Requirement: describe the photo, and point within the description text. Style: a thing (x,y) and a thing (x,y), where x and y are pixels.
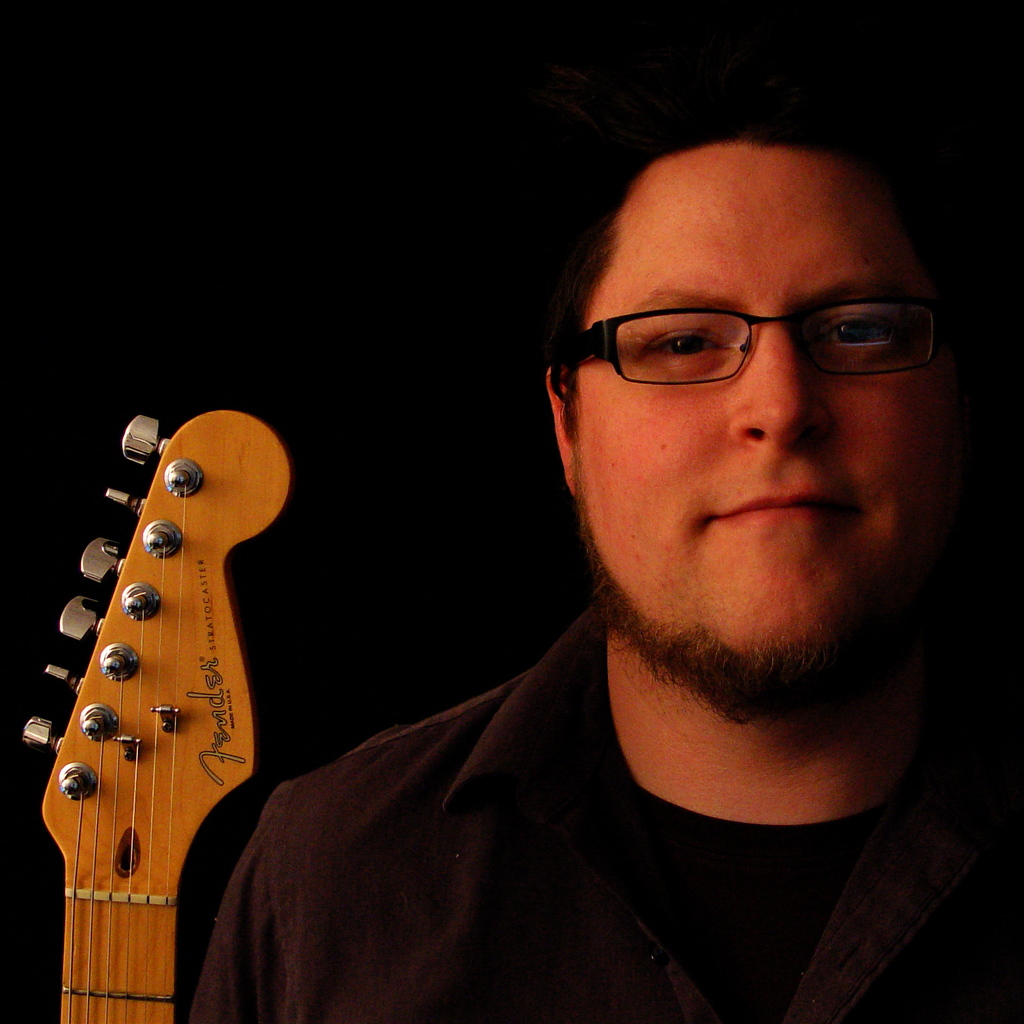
In this picture a black shirt guy (706,746) who is wearing spectacles (602,351) and has a light beard (634,607) is standing, beside him a guitar (207,524) is placed and the background (43,590) is black colored.
